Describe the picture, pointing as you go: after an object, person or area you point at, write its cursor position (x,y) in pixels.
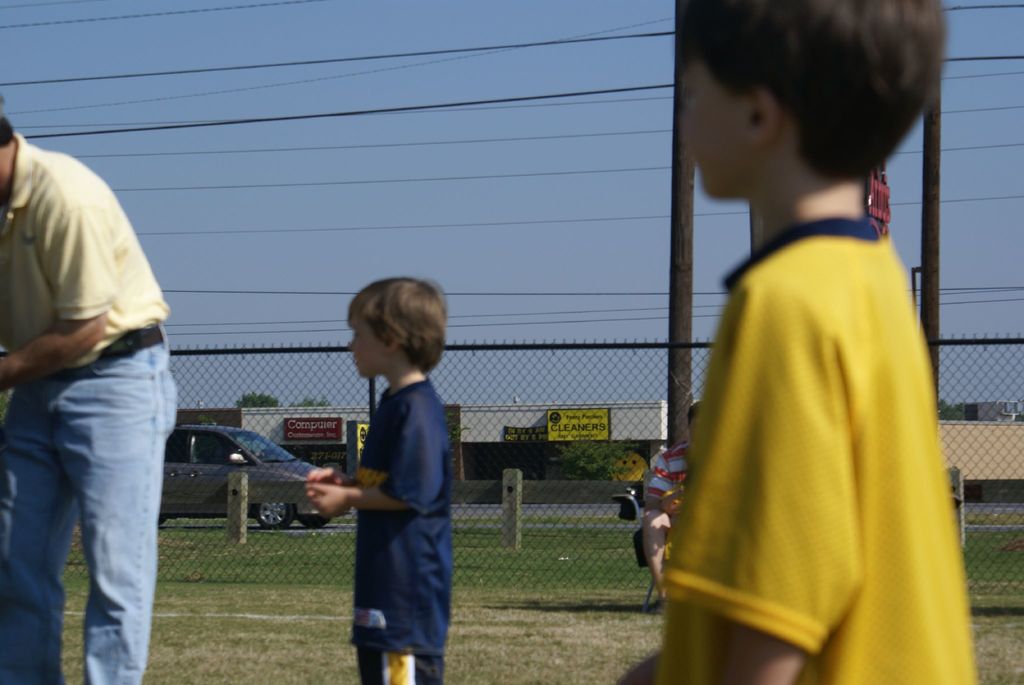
In the center of the image (446,316) there are kids (365,563). To the left side of the image (131,621) there is person (150,397). In the background of the image (196,376) there is a fencing (554,382). There is a car (179,463) and buildings (558,409). There is a car (281,453) on the road (480,510). At the bottom of the image (520,623) there is grass (543,623). At the top of the image (529,97) there are wires (139,75).
